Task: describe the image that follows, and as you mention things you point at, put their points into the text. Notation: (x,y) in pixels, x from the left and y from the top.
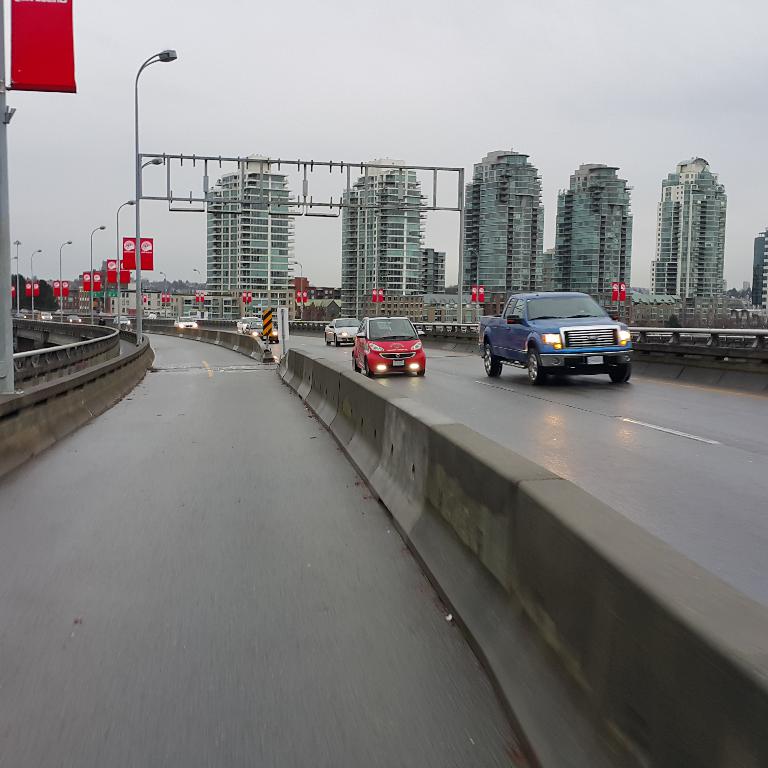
In this picture I can see there is a bridge (266,451), there is a divider (336,375), few vehicles (382,361) moving onto right side (629,345). There are few buildings (240,317) in the backdrop (243,308) and there are poles (7,280) on the left side (4,290) with lights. There are few trees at the left side (45,290) backdrop and the sky (390,121) is cloudy.
